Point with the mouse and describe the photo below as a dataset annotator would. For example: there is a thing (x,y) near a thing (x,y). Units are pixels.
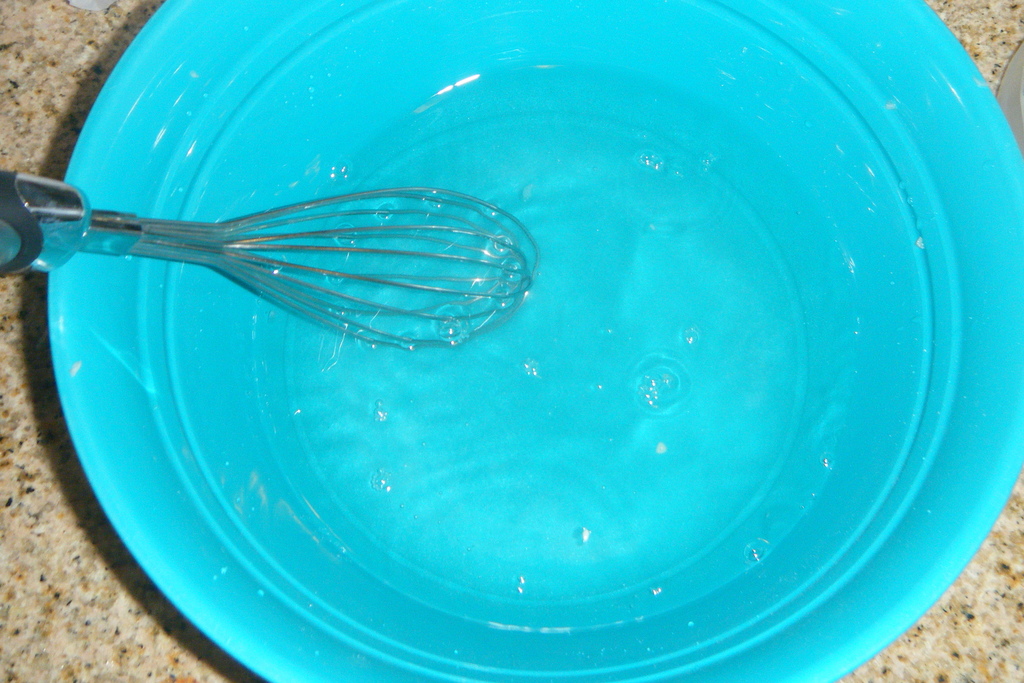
In this picture we can see the whisk (357,273) and water (574,283) in the blue bowl (712,129). This bowl (1015,434) is kept on the counter (986,652). On the left (19,491) we can see the granite stone (9,461).
